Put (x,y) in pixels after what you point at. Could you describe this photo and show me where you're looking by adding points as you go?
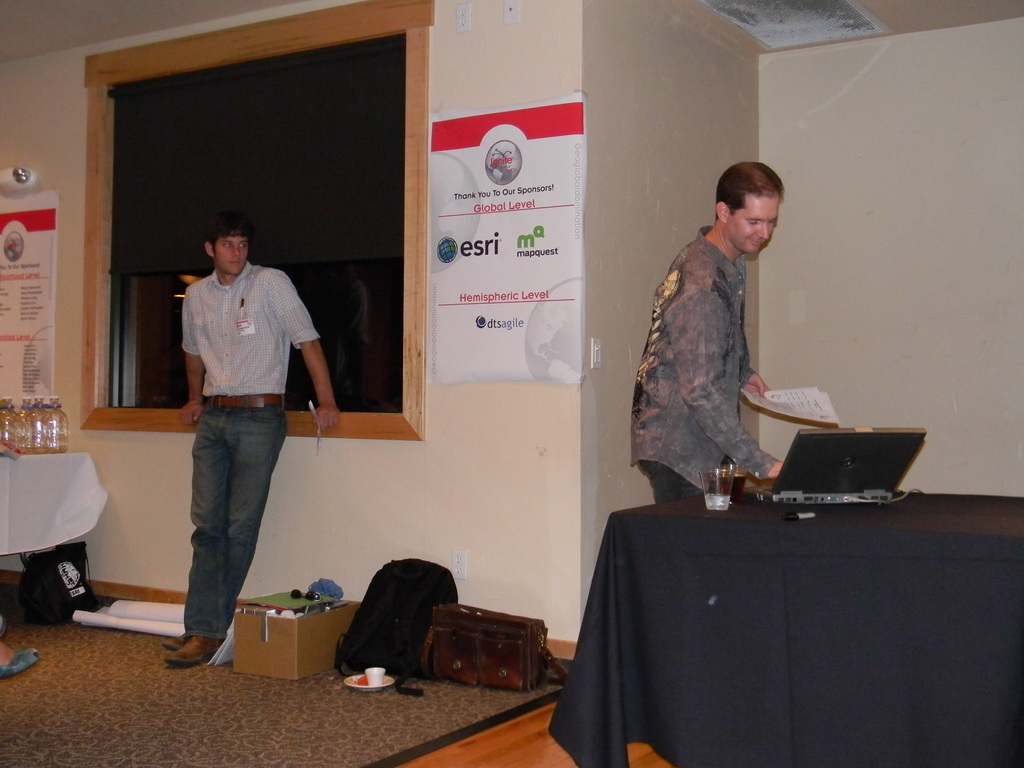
In the image we can see there are people (670,354) standing and on the table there is a laptop (791,489) and a glass (737,478).
